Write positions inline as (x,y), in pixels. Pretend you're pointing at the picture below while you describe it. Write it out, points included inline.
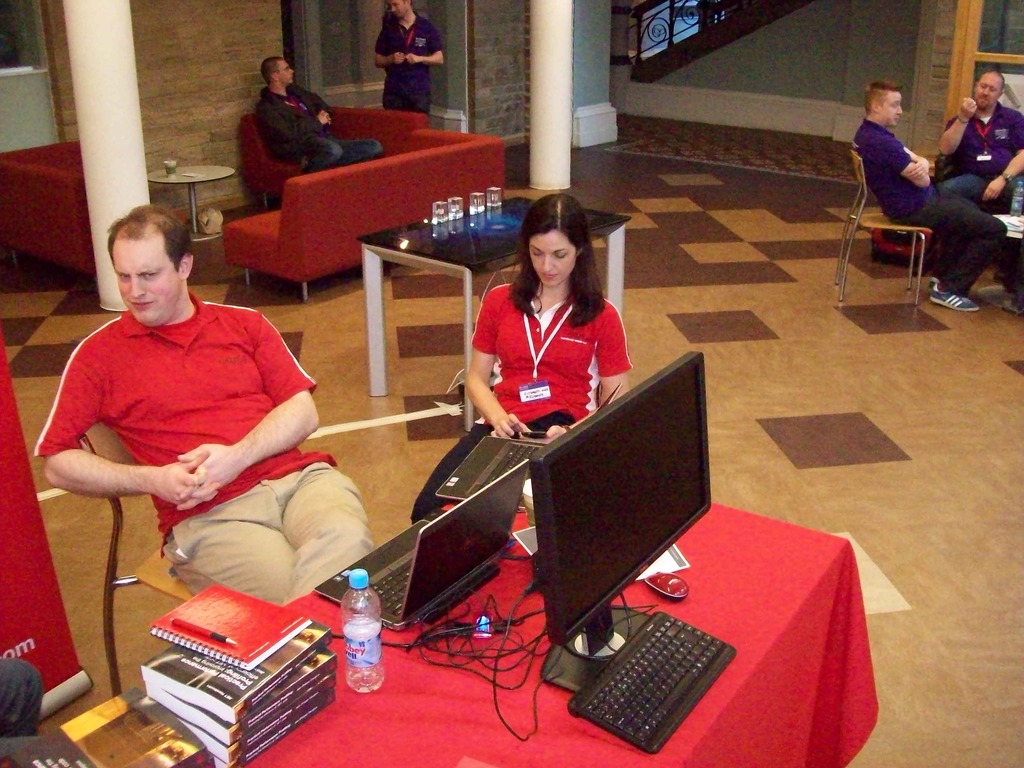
In this image we can see people (246,318) sitting on the chairs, desktop (543,570), laptops (466,552), disposable bottles (380,660) and some stationery (227,665).
